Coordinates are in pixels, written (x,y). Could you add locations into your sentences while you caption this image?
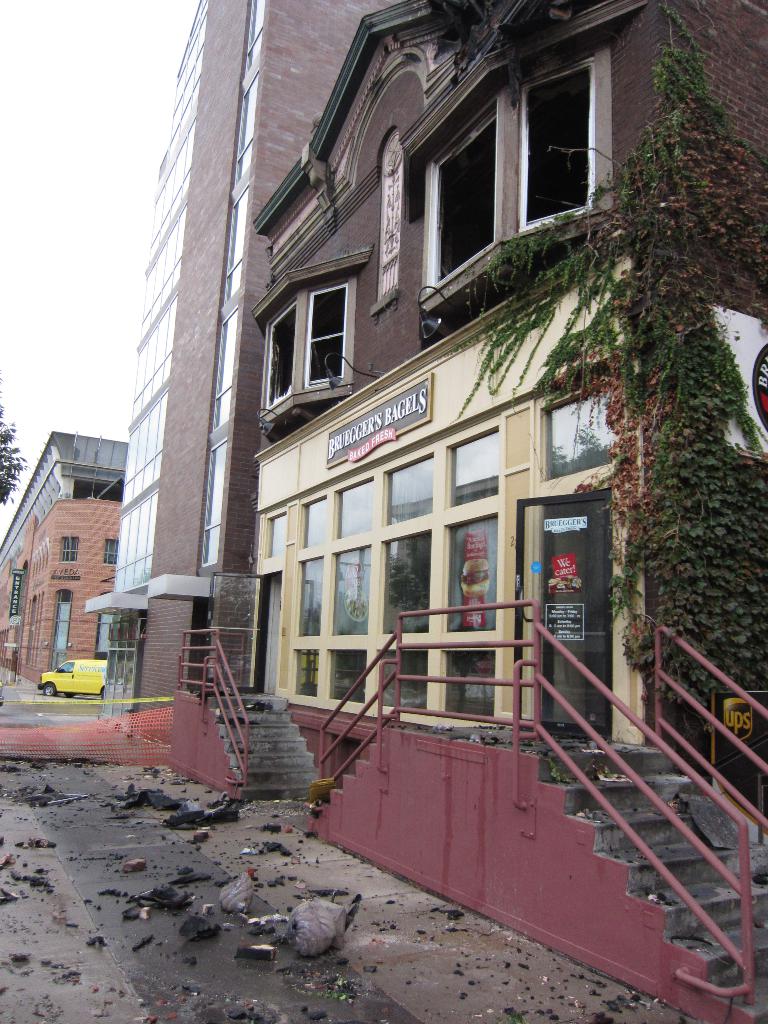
In the foreground of the image (91,804) we can see the road (228,952) and some broken objects (303,936) are there on the road (371,996) and some steps (626,799) are there. In the middle of the image (367,476) we can see buildings (367,493) and a van (90,672). On the top of the image (49,195) we can see the sky (54,170).
